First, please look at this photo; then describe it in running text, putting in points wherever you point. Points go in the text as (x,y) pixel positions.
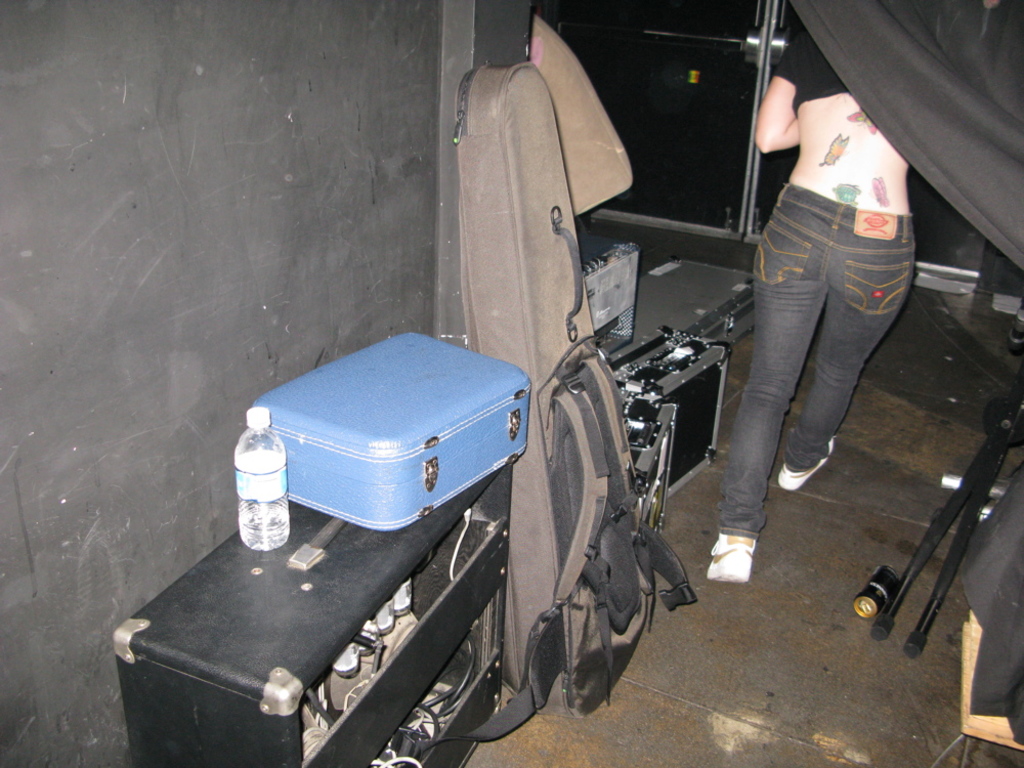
In this image we can see blue suitcase (413,434), bottle (266,485), boxes (325,532) and guitar bag (519,626). In the background (756,369) we can see a person (897,281) with tattoos (879,188) on the back (860,196).
